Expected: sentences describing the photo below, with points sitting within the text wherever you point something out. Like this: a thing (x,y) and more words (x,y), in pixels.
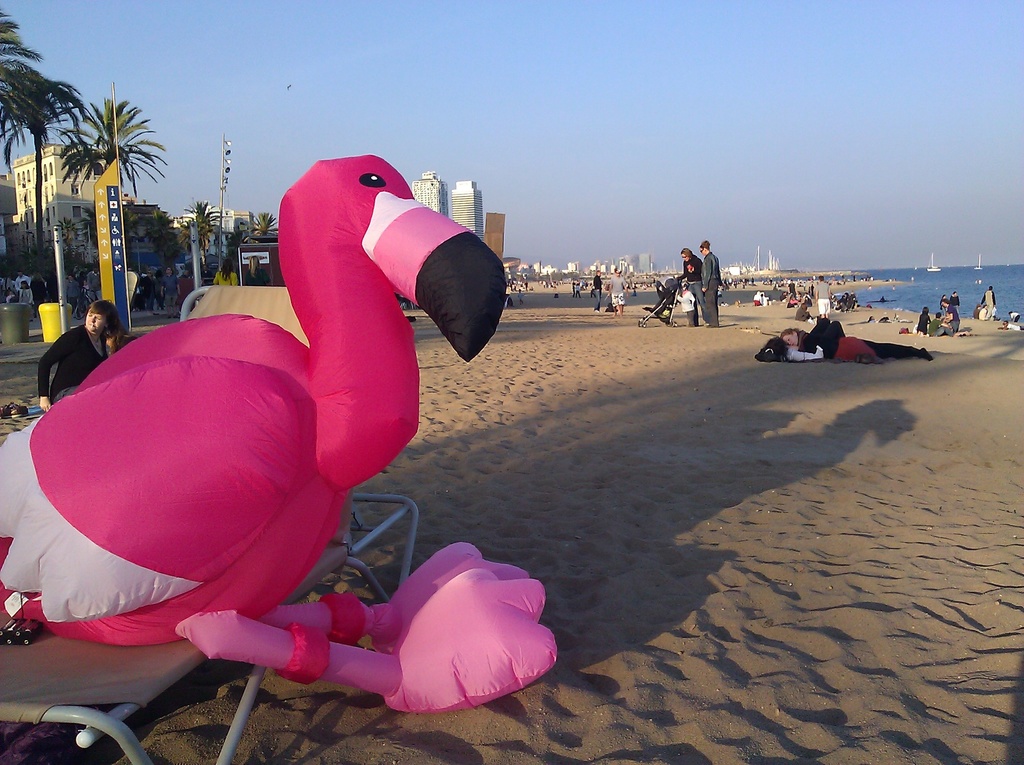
In this picture there is a greater flamingo (371,277) on the bed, on the left side of the image (204,425) and there are people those who are sitting on the sandy floor (431,745) and there are other people (551,285) in the background area of the image (600,277), there is water (1019,292) on the right side of the image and there are buildings (45,179) and trees (6,164) in the background area of the image (53,198).
